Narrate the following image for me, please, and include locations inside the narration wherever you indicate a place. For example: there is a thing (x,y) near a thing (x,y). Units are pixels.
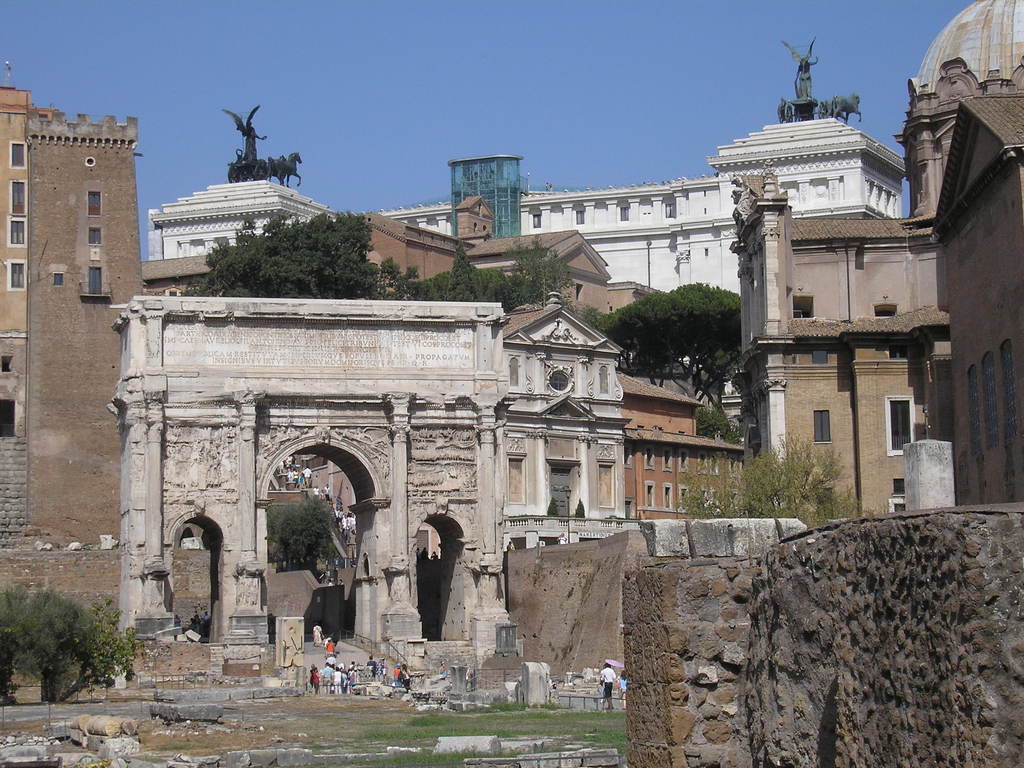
In this image there are few persons (349,670) on the land (342,652). Few persons (350,516) are climbing the stairs (348,539). Beside the stairs (336,527) there are few trees (294,544). There is an entrance (308,340). Behind there are few buildings (5,372) and trees (336,272). A statue (245,151) is on the building (237,211). Right side (722,620) there is a wall (824,715). Bottom of the image (286,714) there are few rocks (134,751) on the land (458,714) having few trees (98,656). Top of the image (203,168) there is sky (213,180). Right side (802,80) there is a statue (780,117) on the building (792,132).
